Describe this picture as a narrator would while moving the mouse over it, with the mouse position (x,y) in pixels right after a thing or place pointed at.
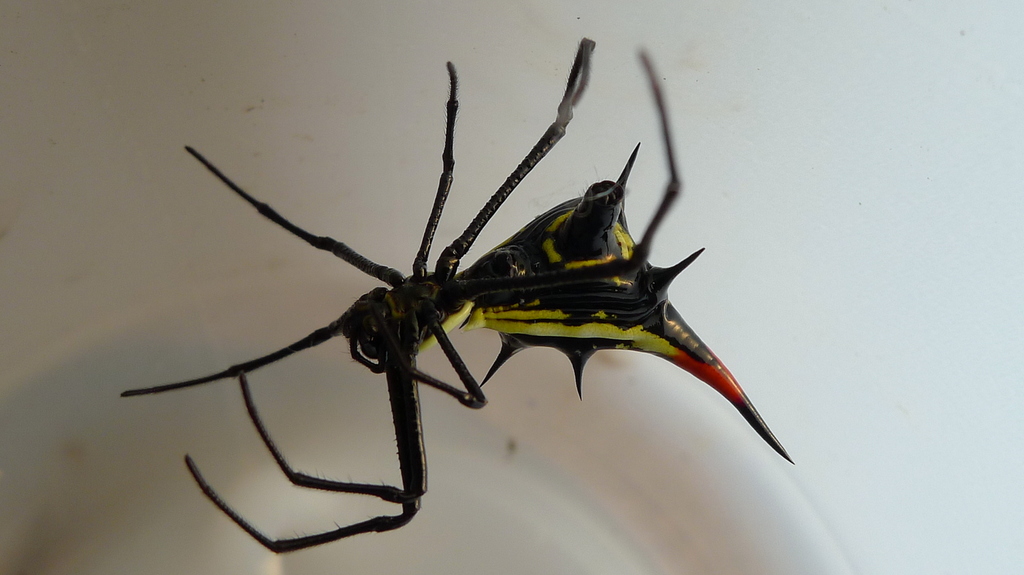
In this picture I can see there is a insect (577,332) and it has legs (376,522) and it has a body (591,343) of black, yellow and orange color.
